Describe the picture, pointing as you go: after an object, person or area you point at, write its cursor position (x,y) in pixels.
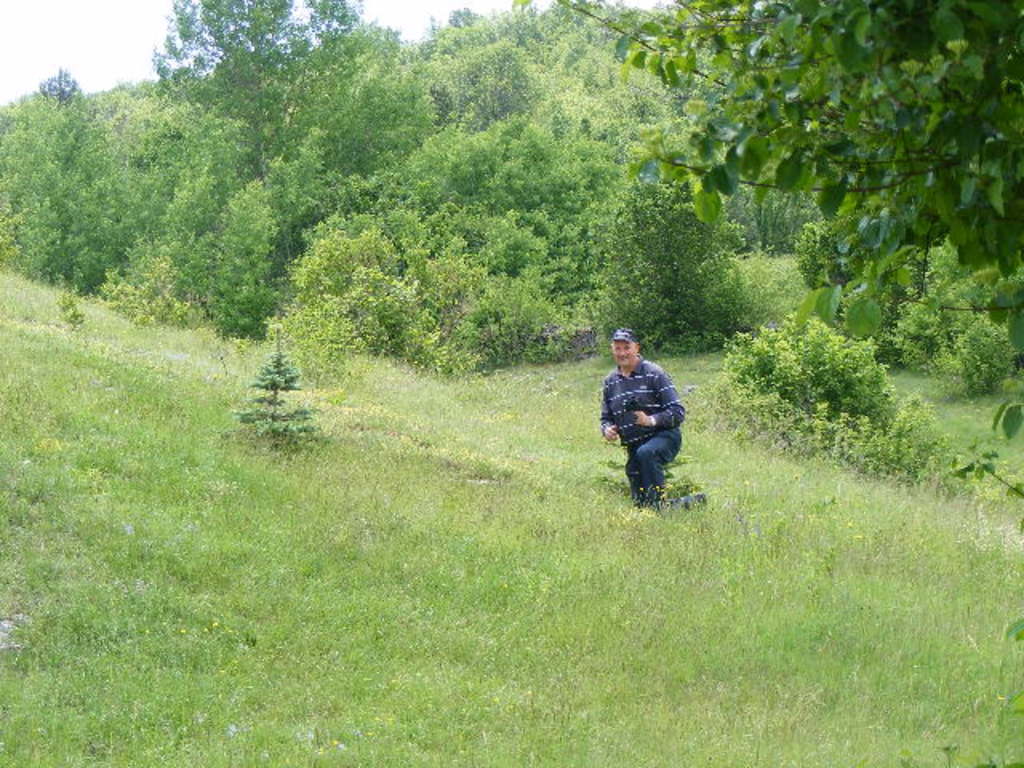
In the foreground of this image (999,255), there is a man (622,355) kneeling down on the grass (550,574) and a tree (952,123) on the right top (993,244). In the background (564,203), there are trees (131,176) and the sky (85,44).
